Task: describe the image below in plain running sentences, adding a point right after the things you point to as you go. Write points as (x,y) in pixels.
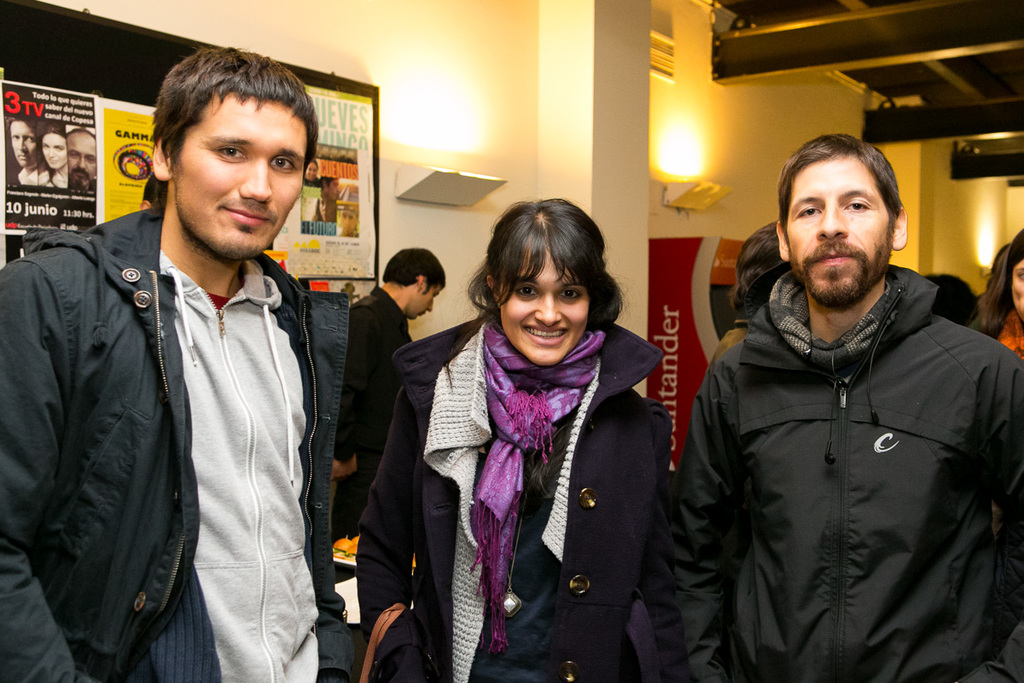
In this image we can see some people (549,325) standing and we can also see posters (52,114) with some text (37,117), lights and pillar (595,95).
